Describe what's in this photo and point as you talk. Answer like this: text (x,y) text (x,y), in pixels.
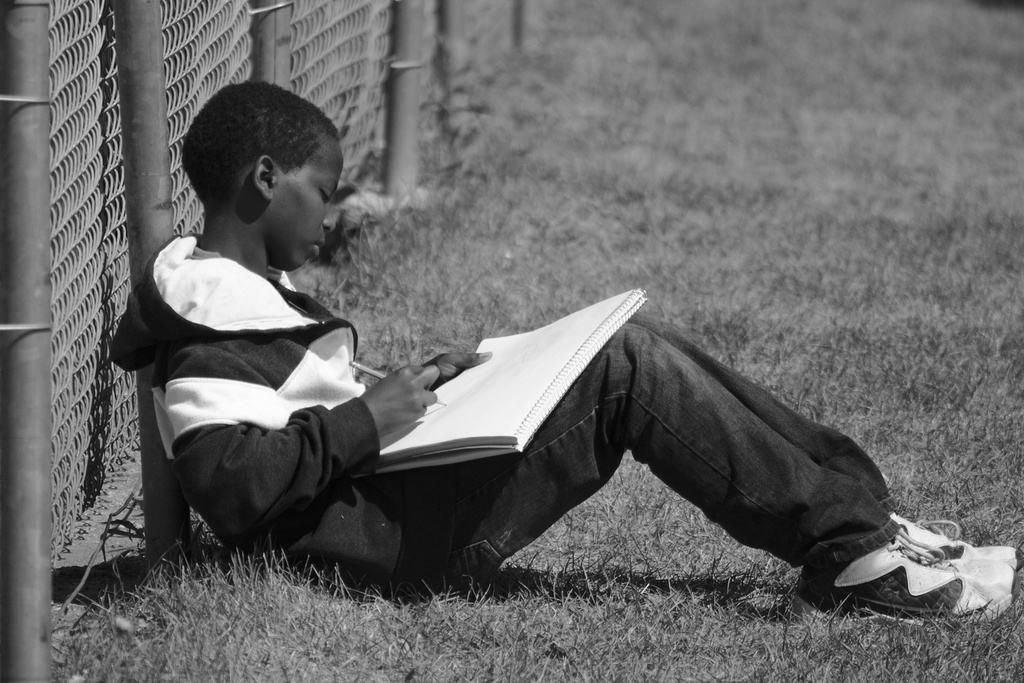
In this image I can see the person (228,439) sitting and the person (535,486) is holding the pencil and the book (508,433). In the background (218,35) I can see the railing (230,62) and the image is in black and white.
